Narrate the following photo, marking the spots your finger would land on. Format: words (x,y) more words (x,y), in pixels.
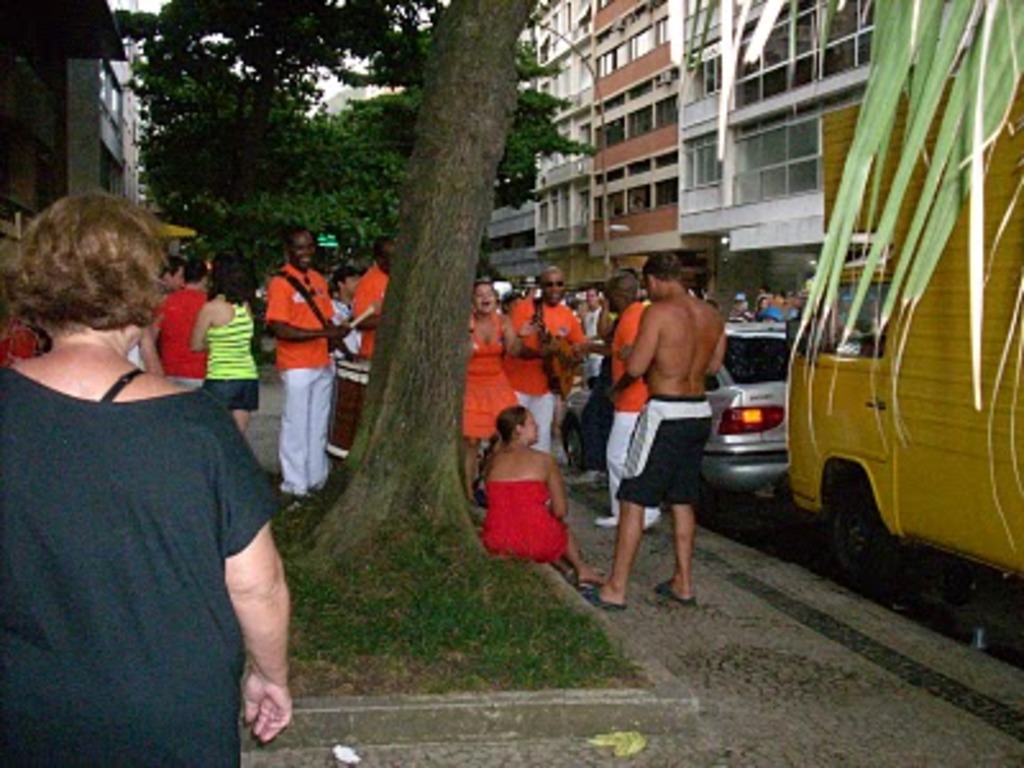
In the foreground of the image (163,571) we can see a woman (113,421) and a tree (428,152). The woman (146,507) is wearing black color dress (172,592). Behind the tree (382,346), we can see so many people (565,312) are standing and one woman (544,521) is sitting on the pavement (592,531). She is wearing a red color dress (528,521). We can see vehicles (863,416) and buildings (803,159) on the right side of the image (699,161). In the background of the image (521,210), there are trees (220,145) and buildings (109,157).
